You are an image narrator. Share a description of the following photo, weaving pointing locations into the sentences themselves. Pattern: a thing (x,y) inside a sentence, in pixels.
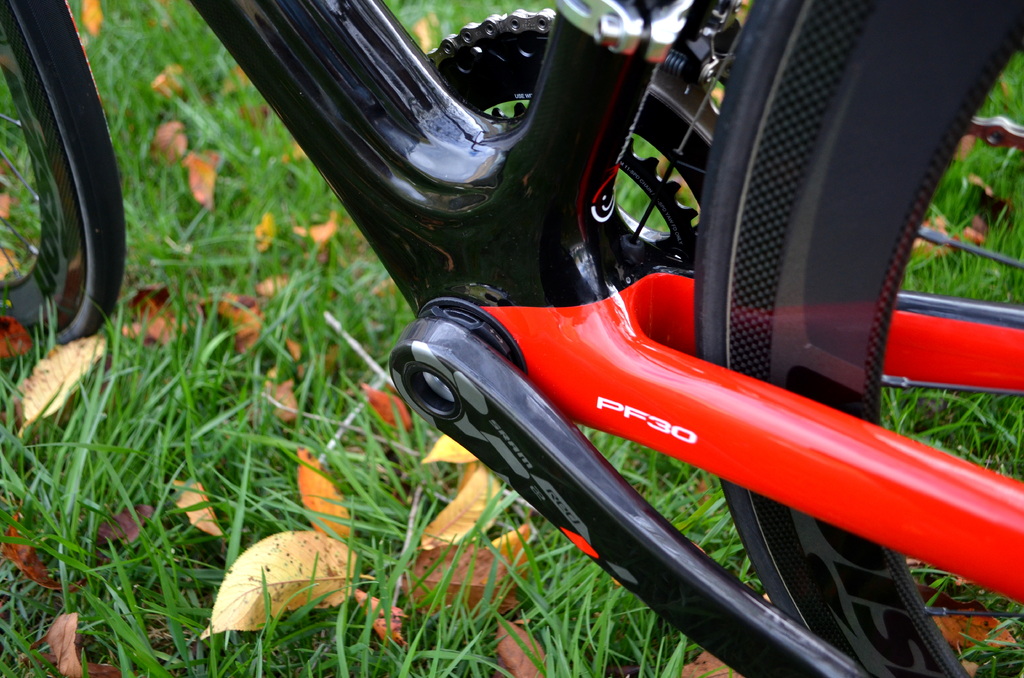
In this image I can see a bicycle (540,306). There is grass (222,462) and there are leaves (200,511).
